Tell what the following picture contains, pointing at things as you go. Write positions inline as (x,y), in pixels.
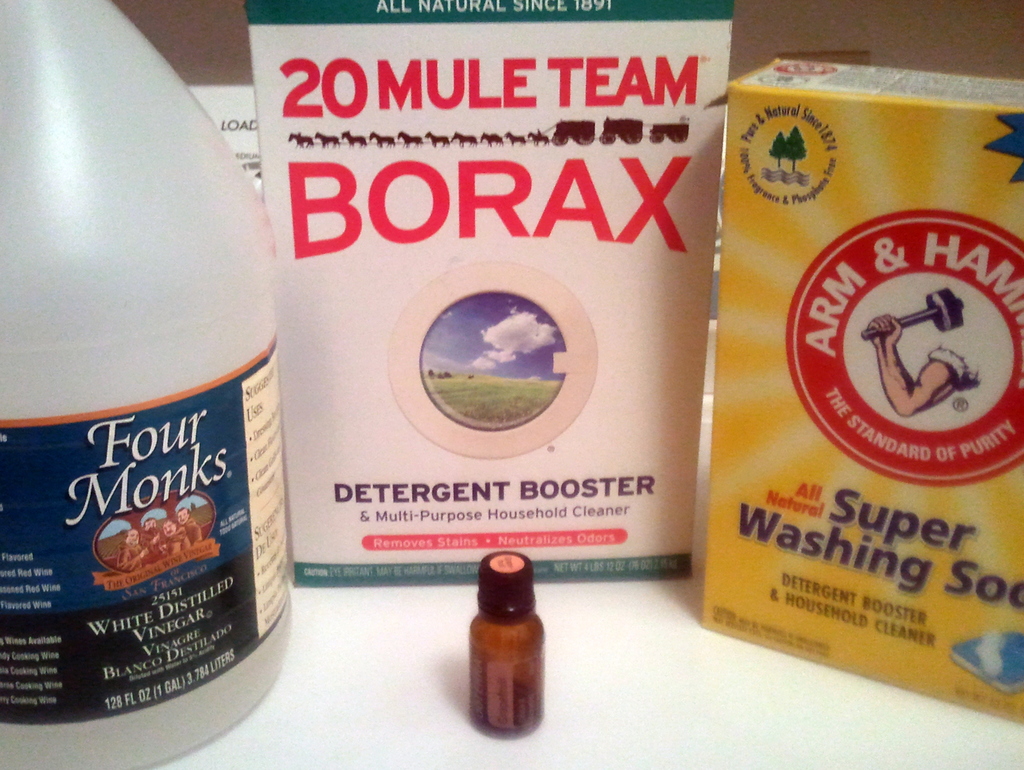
In this picture there are two boxes (533,349) placed on the table (716,672) along with a small bottle (492,627) and a large bottle (76,368) in the left side (91,519). In the background (783,22) there is a wall (187,25).
